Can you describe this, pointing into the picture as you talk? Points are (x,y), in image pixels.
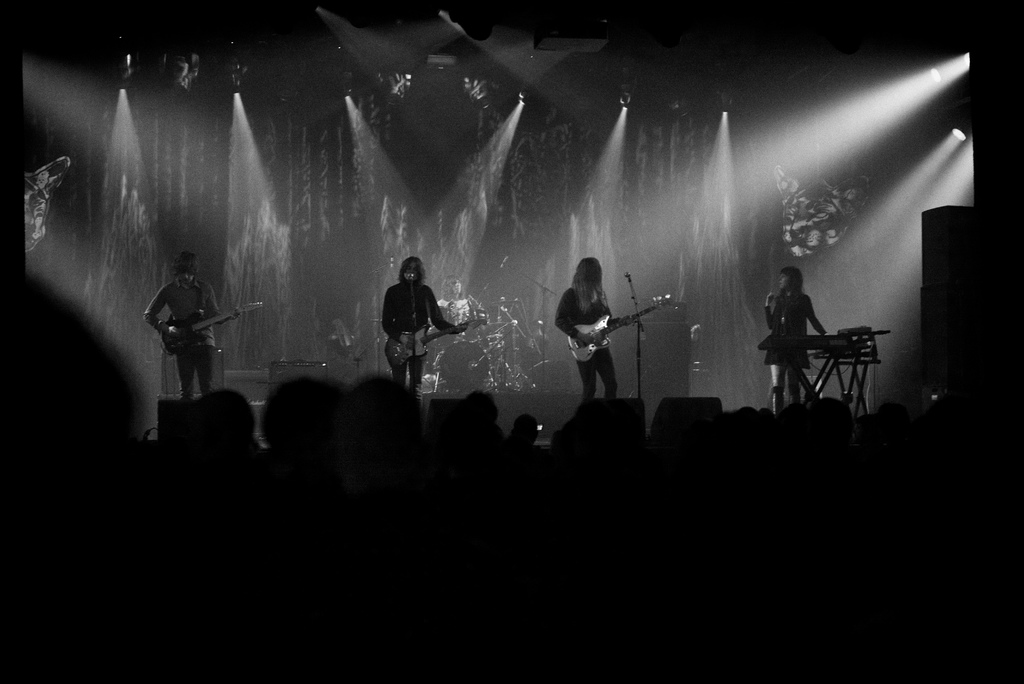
It is the black and white image. This image looks like it is a music concert in which there are five artists (566,321) performing on the stage (238,377). There are people (579,325) are playing the guitar (598,321) while the woman (780,314) on the right side (776,297) is singing. At the top (423,120) there are lights (520,99). At the bottom (464,516) there are so many spectators (562,503).
